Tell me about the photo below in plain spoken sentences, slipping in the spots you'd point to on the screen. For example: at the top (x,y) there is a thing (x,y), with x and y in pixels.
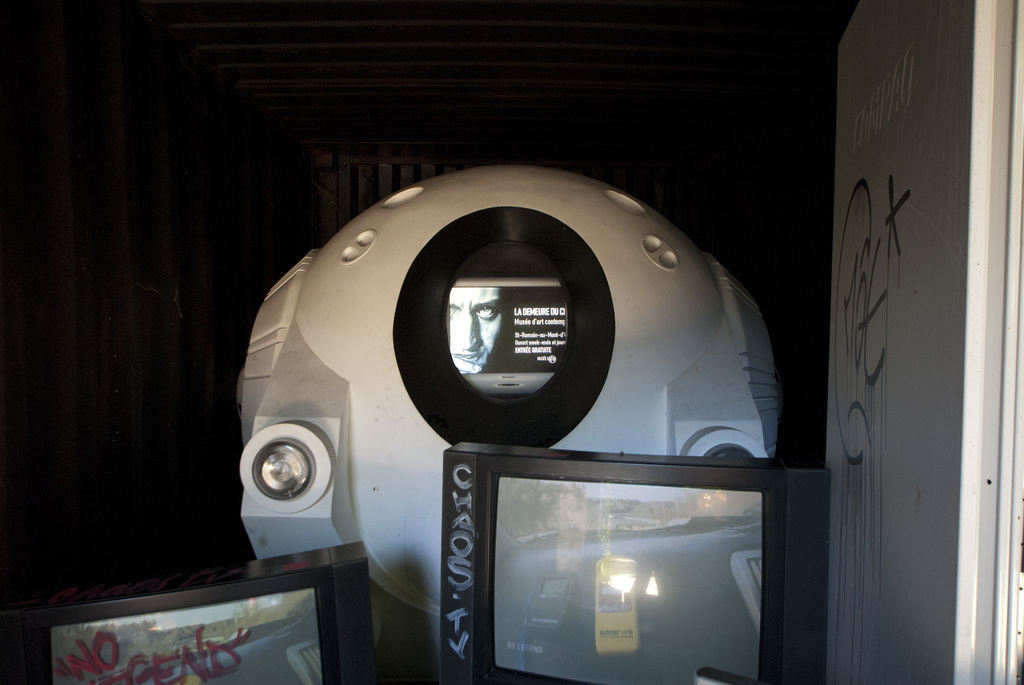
In this picture there is a device (522,339) and there are two televisions (631,539). There is a reflection (625,646) of trees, sky (663,493) and lights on the televisions (593,597). There is a picture (474,305) of a person (474,311) and there is a text (535,334) on the device (536,280).
